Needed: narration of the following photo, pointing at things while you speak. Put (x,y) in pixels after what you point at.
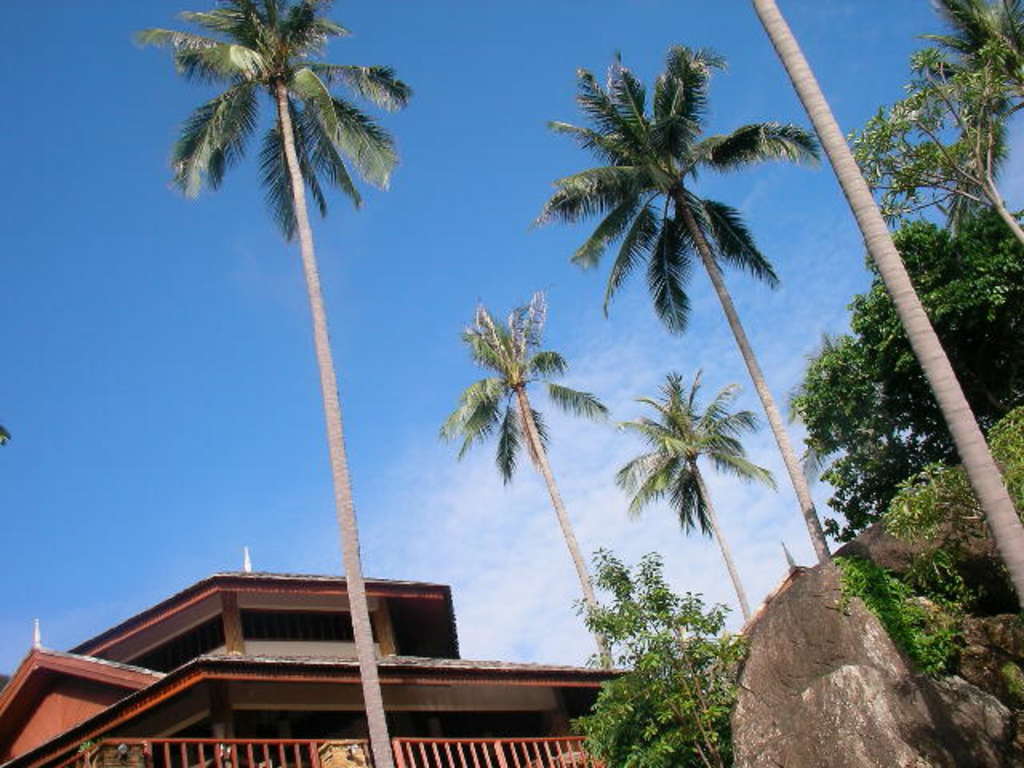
In this image I can see a huge rock (827,663), some grass (906,611), few trees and a building (197,706) which is brown in color. In the background (117,377) I can see the sky (193,391).
